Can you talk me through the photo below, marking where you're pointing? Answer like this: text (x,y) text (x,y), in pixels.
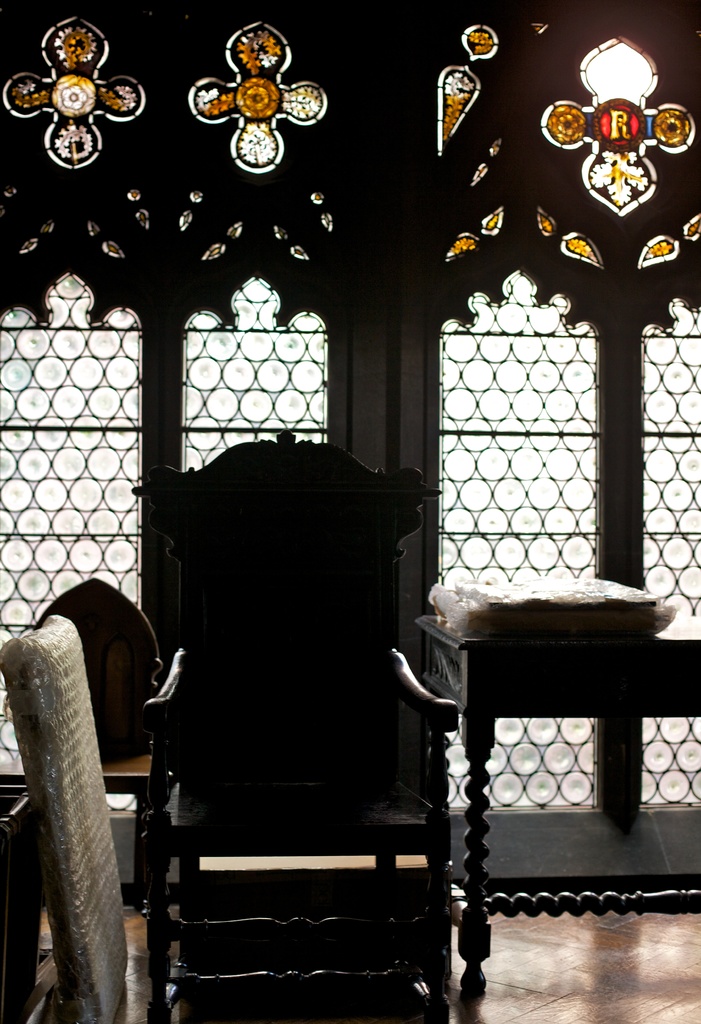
This picture shows a chair (350,840) and a table (692,899) on the side and we see carry bag (651,630) on it and we see window (309,394) with designer glass (667,147).
